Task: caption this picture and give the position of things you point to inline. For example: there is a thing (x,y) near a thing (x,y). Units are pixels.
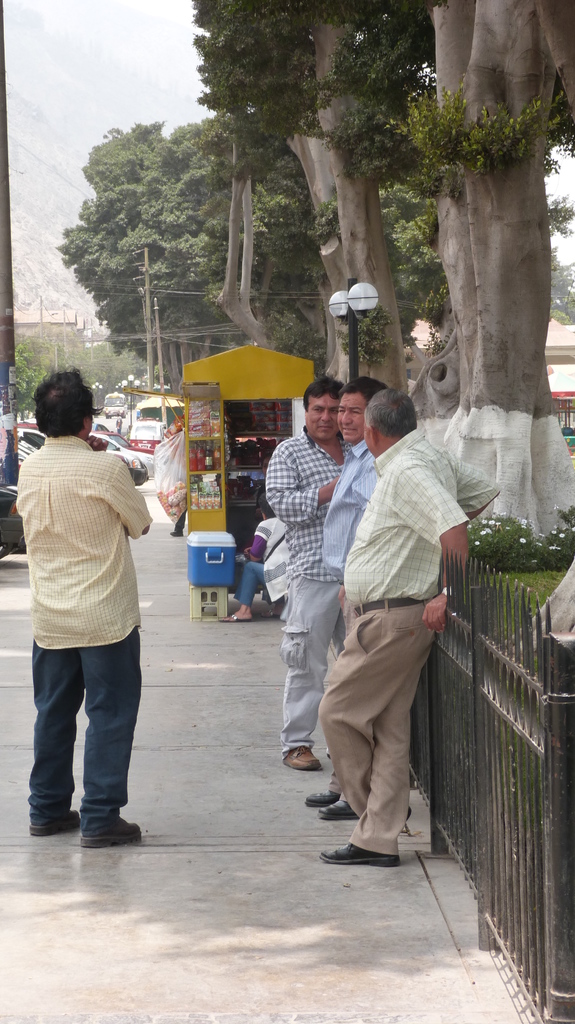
In this image I can see few people (340,532) are standing. On the right side of the image (453,720) I can see an iron fencing (507,594) and few plants (550,568). In the background (267,440) I can see a store (263,434), a blue box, a plastic cover (176,459), few other stuffs (195,460), number of trees (552,112) and number of vehicles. I can also see few poles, few wires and few lights (376,298) in the background (344,305). On the right side of the image (565,365) I can see a building (565,365).
